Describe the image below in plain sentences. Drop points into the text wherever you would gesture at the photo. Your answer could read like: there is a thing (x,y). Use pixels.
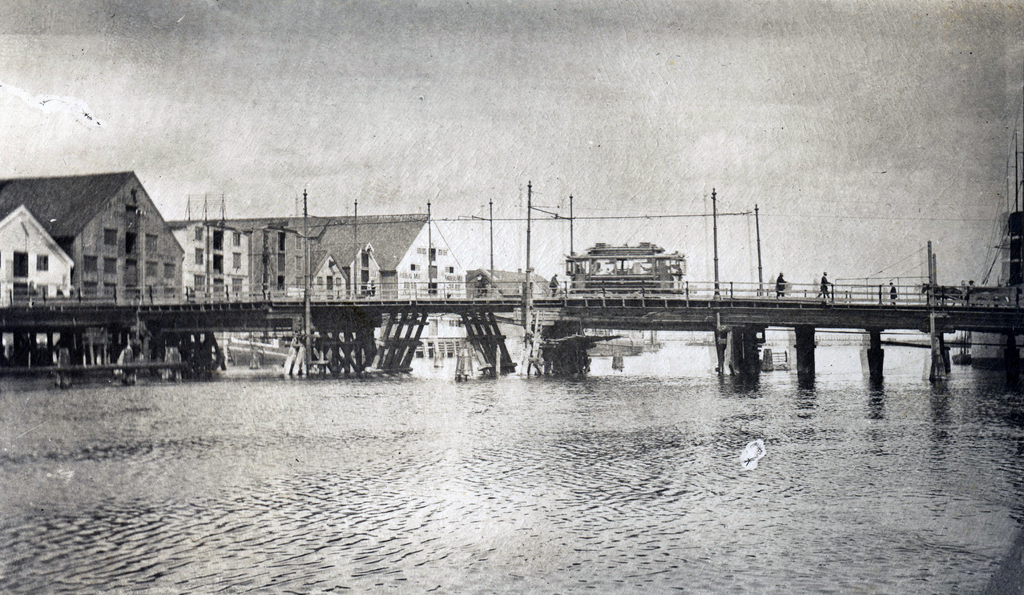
In this black and white image there is a bridge (289,314) on the water (336,408). There are a few people (780,273) walking on the bridge (719,288). In the background (347,271) there are houses (279,257) and poles (306,230). At the bottom (424,473) there is the water (319,390). At the top (517,94) there is the sky (525,83).
